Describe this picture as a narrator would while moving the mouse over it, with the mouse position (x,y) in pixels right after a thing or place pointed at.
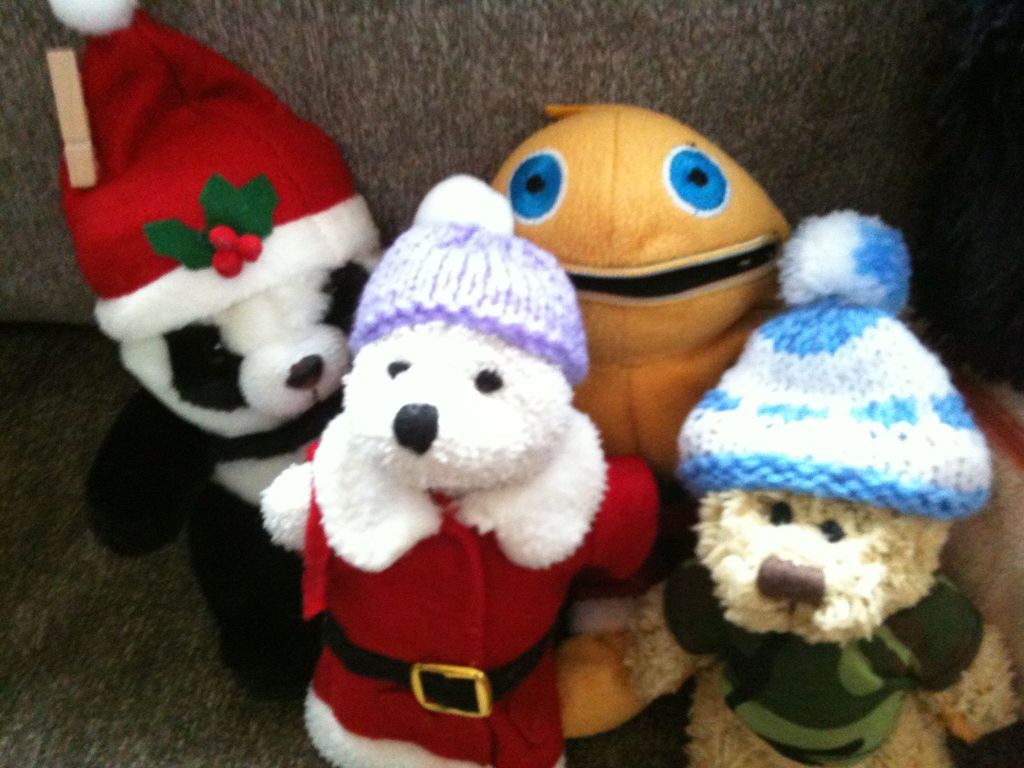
In this image, we can see toys (334,423) on the couch (150,653).
